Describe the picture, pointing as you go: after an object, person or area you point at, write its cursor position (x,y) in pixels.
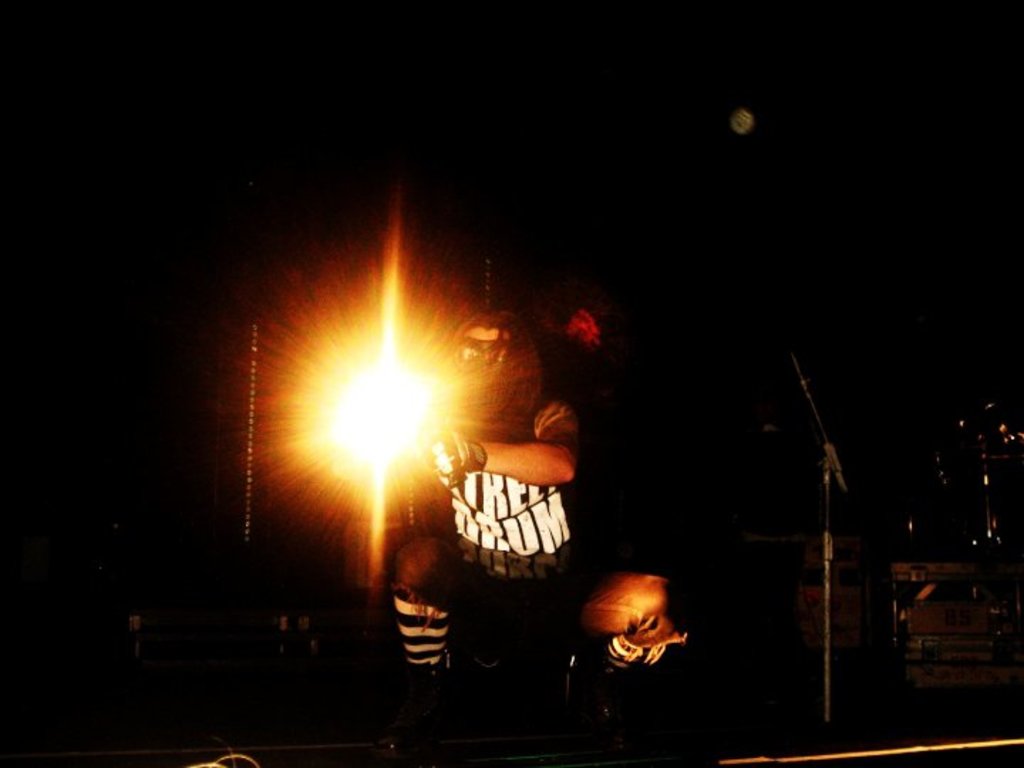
In the center of the image (378,365) we can see person (460,339) crouching and holding light (388,396). In the background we can see musical instrument (926,471) and light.
